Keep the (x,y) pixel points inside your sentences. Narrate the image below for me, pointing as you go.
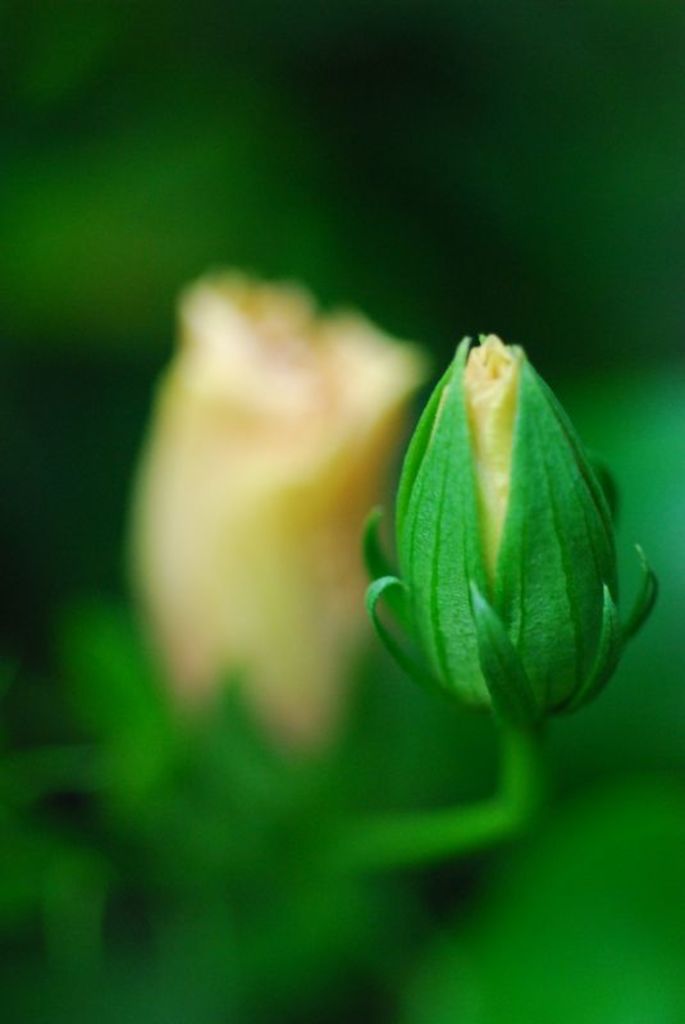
In this image there is a flower bud (510,536) in the middle (452,474). In the background (255,600) there is a flower (231,469).
